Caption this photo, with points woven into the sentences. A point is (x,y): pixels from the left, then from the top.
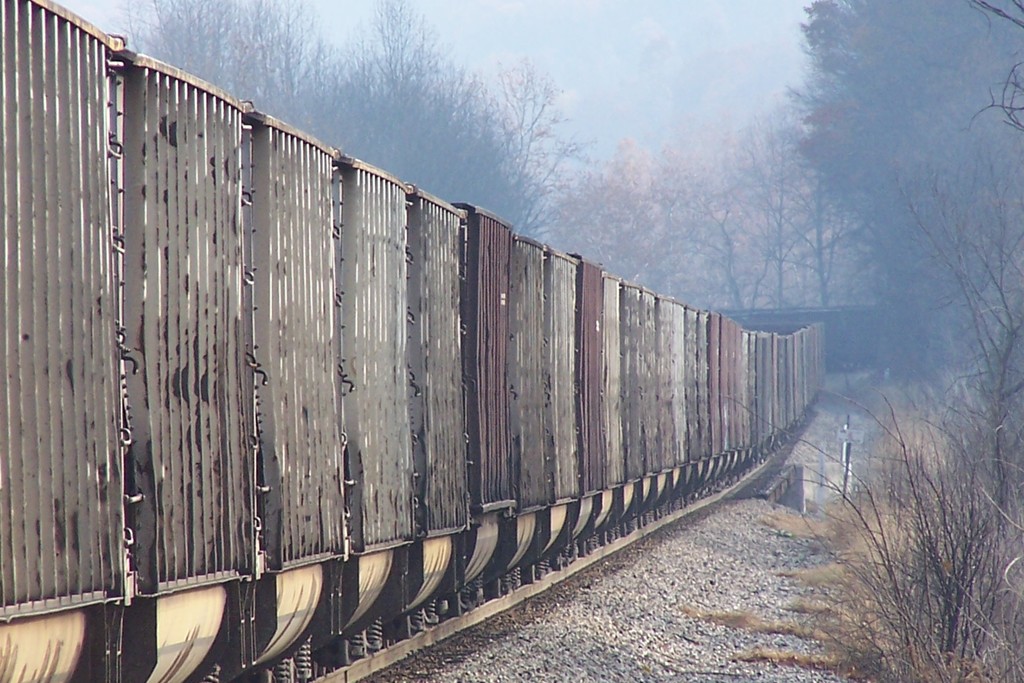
As we can see in the image there is a train (441,412), railway track (476,615), plants (917,501), trees (838,262) and sky (590,73).
